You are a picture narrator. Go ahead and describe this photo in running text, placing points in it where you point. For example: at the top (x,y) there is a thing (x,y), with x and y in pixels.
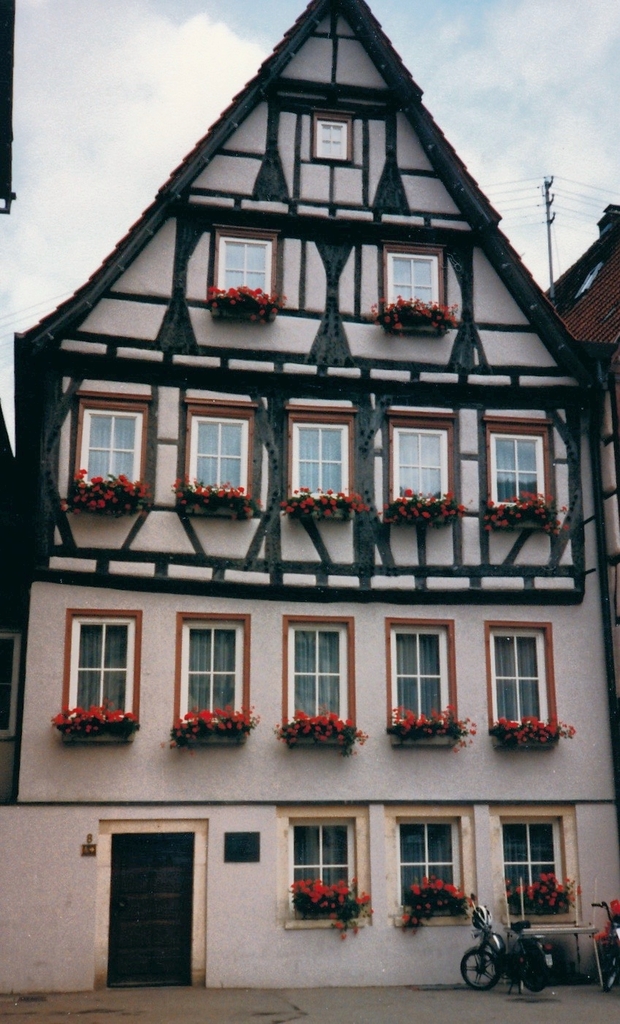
This image is taken outdoors. At the top of the image (88,226) there is a sky (61,101) with clouds (195,81). At the bottom of the image (210,997) there is a floor (497,1002). In the middle of the image (234,372) there is a house (261,795) with walls (213,823), windows (250,648), a roof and a door (160,914) and there are many houseplants (415,903). A bike (501,947) is parked on the floor (463,1011).
